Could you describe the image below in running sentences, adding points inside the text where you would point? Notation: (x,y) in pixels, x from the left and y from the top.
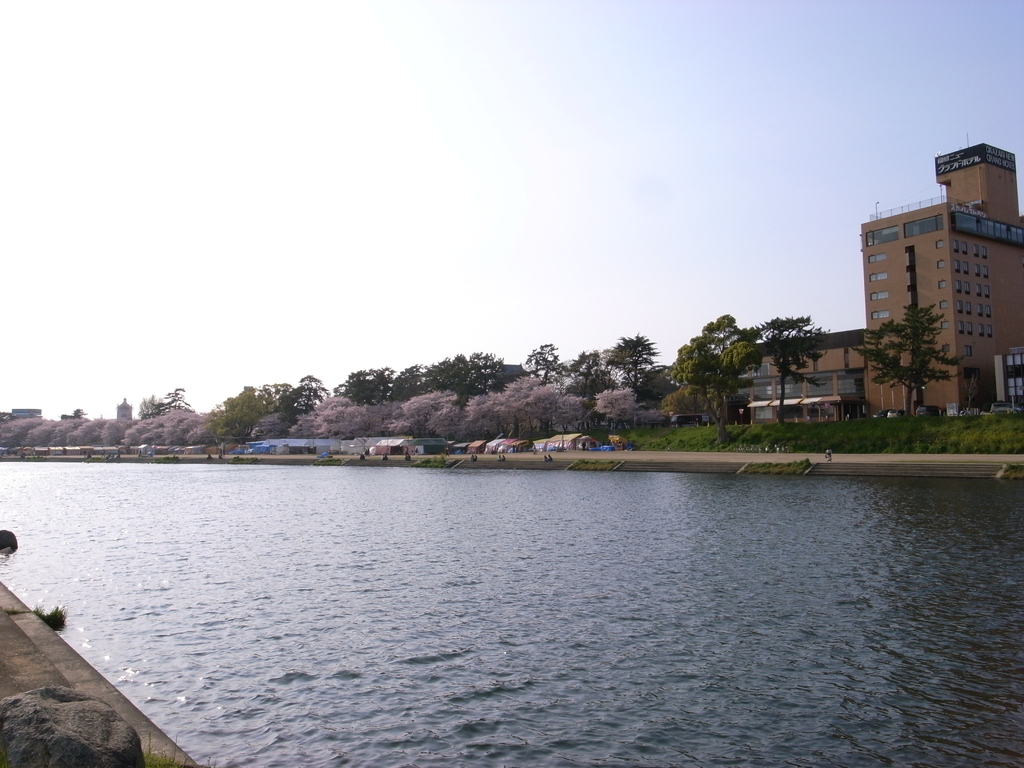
In this image I can see the water (689,605). In the background (848,413) I can see few buildings (952,226), trees (457,379) in green color and the sky (673,103) is in white and blue color.
